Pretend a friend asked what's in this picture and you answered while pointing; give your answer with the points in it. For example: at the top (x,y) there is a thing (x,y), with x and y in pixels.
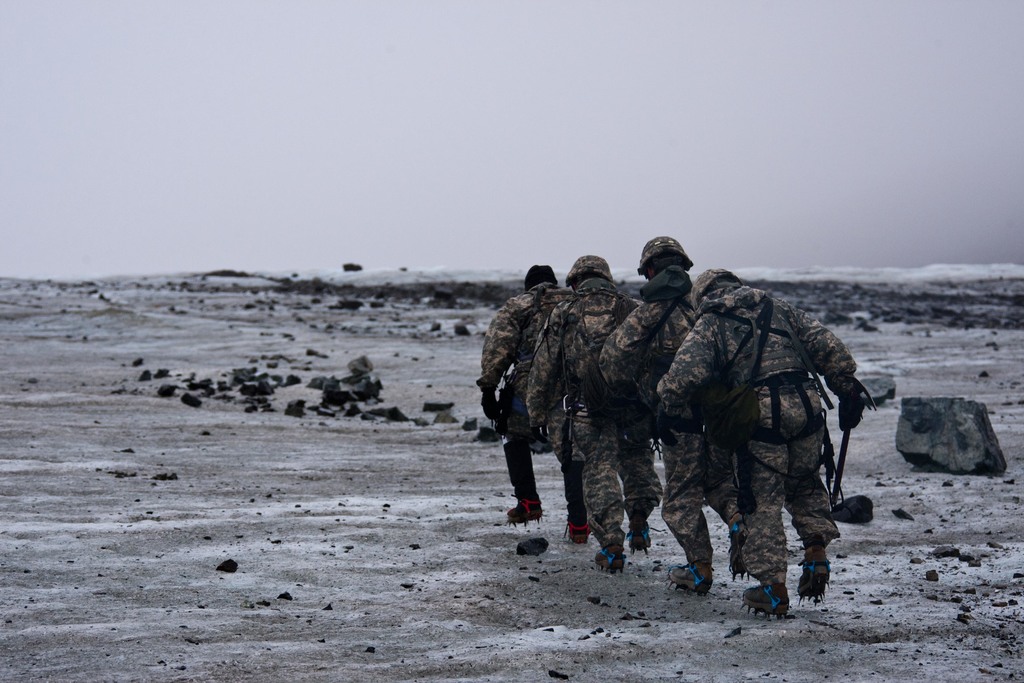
This picture shows few people (696,413) walking with helmets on their heads (662,262) and we see spikes (611,570) to their shoes (751,594) and they wore bags (716,436) and we see a cloudy sky (711,198) and few rocks (978,460) on the ground (343,340).
